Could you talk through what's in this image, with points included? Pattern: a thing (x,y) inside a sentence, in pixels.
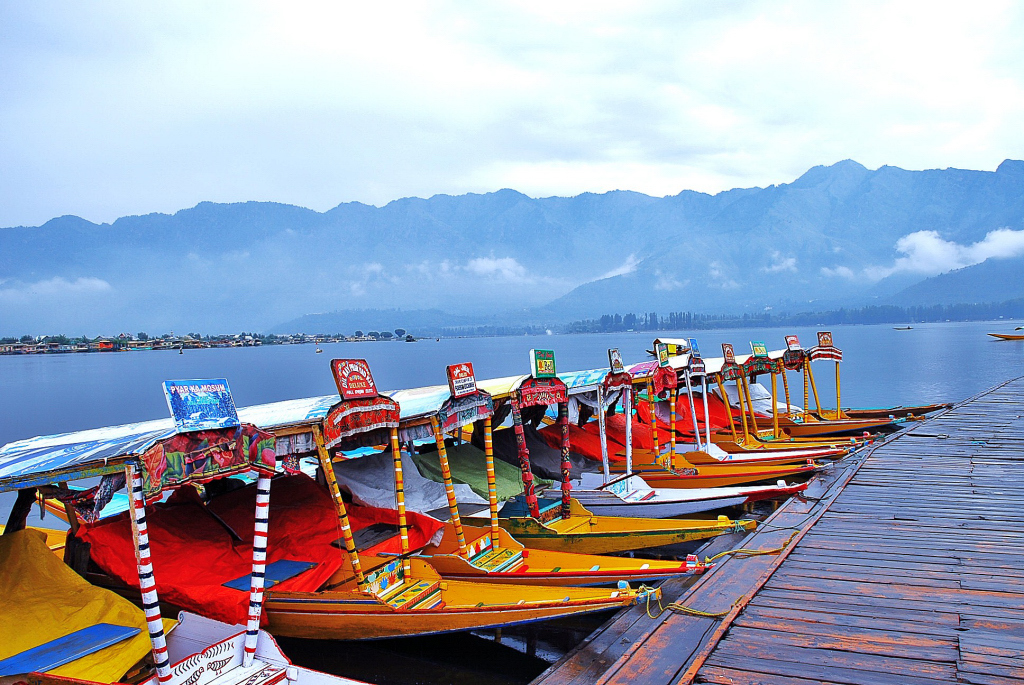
In this image there is the sky (560,81) truncated towards the top of the image (425,96), there are clouds (759,79) in the sky (804,69), there are mountains (718,243) truncated, there are trees (700,325), there is water (931,335) truncated, there are boats (599,432) in the water (723,338), there is a boat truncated towards the bottom of the image (275,673), there is an object (977,488) truncated towards the right of the image (978,503).
